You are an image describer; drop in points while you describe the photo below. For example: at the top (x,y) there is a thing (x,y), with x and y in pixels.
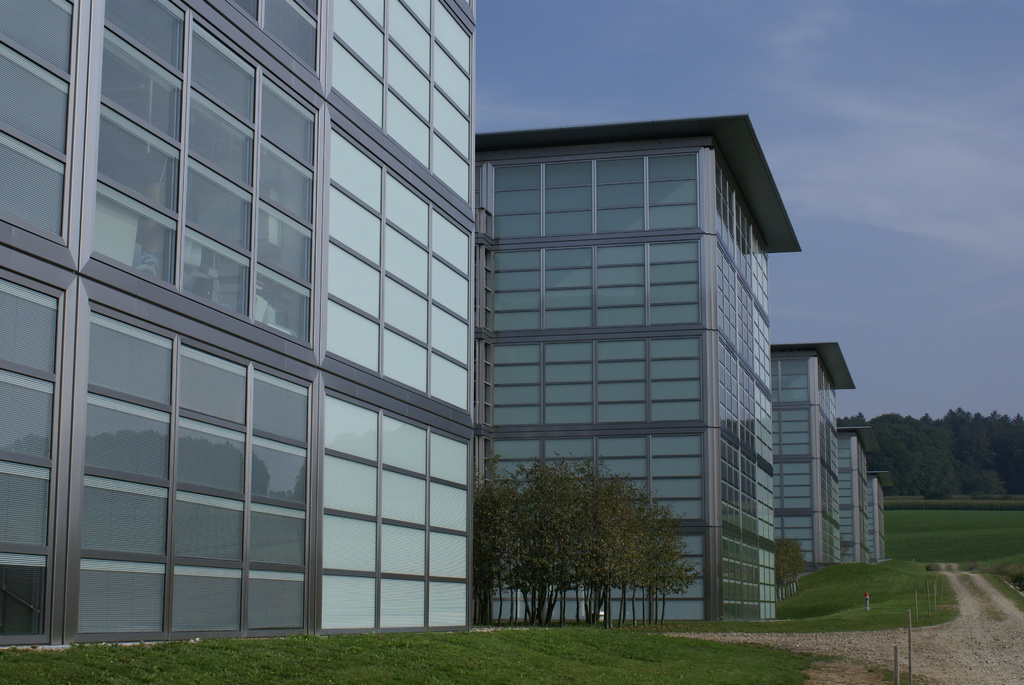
In this picture I can see many buildings (343,384). At the bottom (359,669) I can see the grass (781,606) and poles (896,644). In the background (915,488) I can see many trees (1014,432) and plants (915,488). At the top (878,100) there is a sky (920,54) and clouds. Inside the building (145,219) I can see table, wall partition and other objects (226,292).
